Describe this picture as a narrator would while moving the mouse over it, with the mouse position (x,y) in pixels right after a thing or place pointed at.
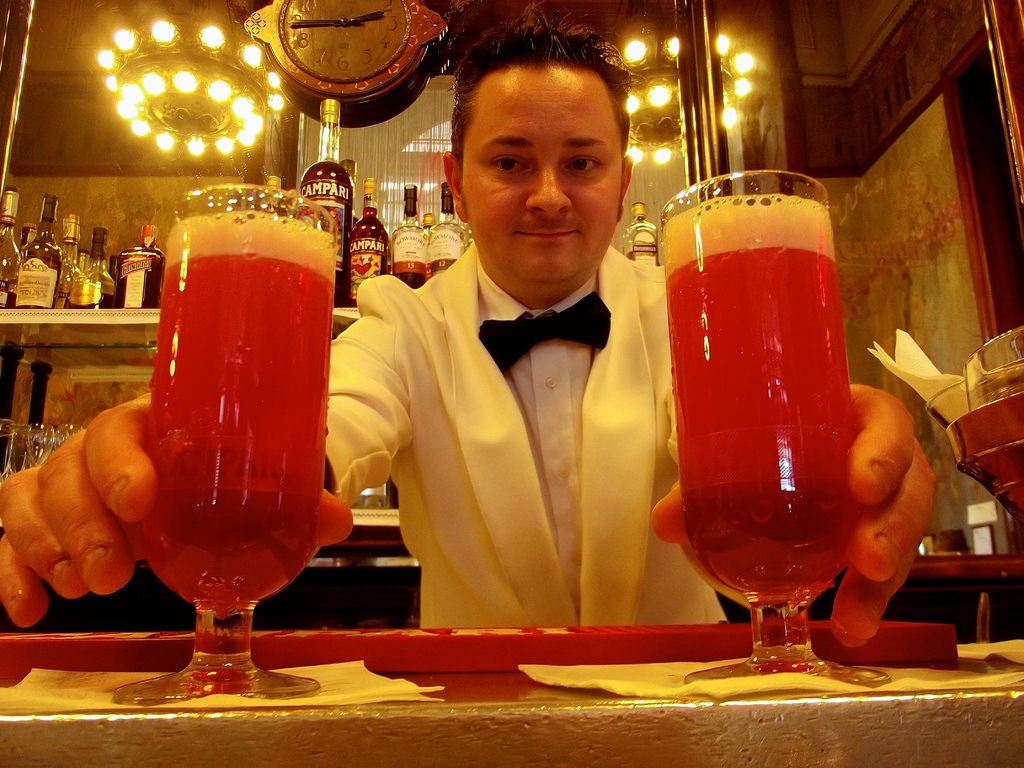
In this picture there is a man (477,480) who is wearing white dress (605,404) and holding two wine glasses (784,504). At the bottom (1004,649) I can see the table (577,689) and tissue papers (645,664). In the back (46,445) I can see the wine bottles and glasses (62,437). At the top (339,52) I can see the wall clock (383,52) which is placed on the wall (447,56). Beside that I can see the chandeliers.
